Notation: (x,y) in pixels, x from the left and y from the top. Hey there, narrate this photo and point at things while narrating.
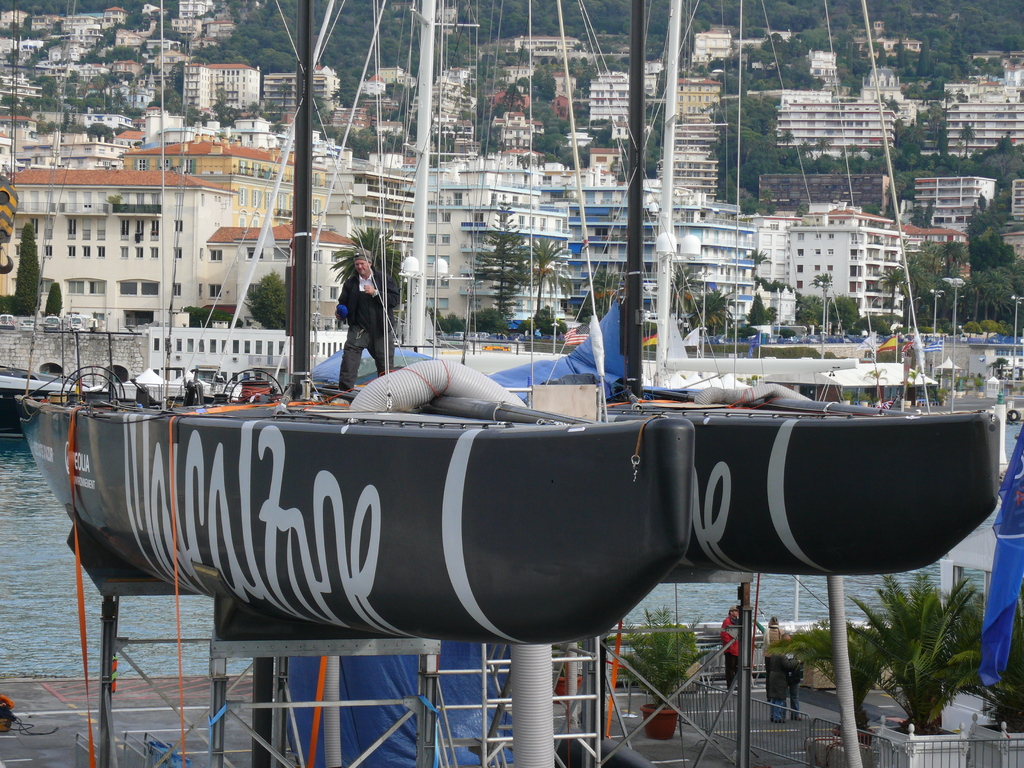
In this picture we can see boats (114,535) and few people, here we can see a houseplant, plants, fence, water (20,565) and some objects (77,562) and in the background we can see buildings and trees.
